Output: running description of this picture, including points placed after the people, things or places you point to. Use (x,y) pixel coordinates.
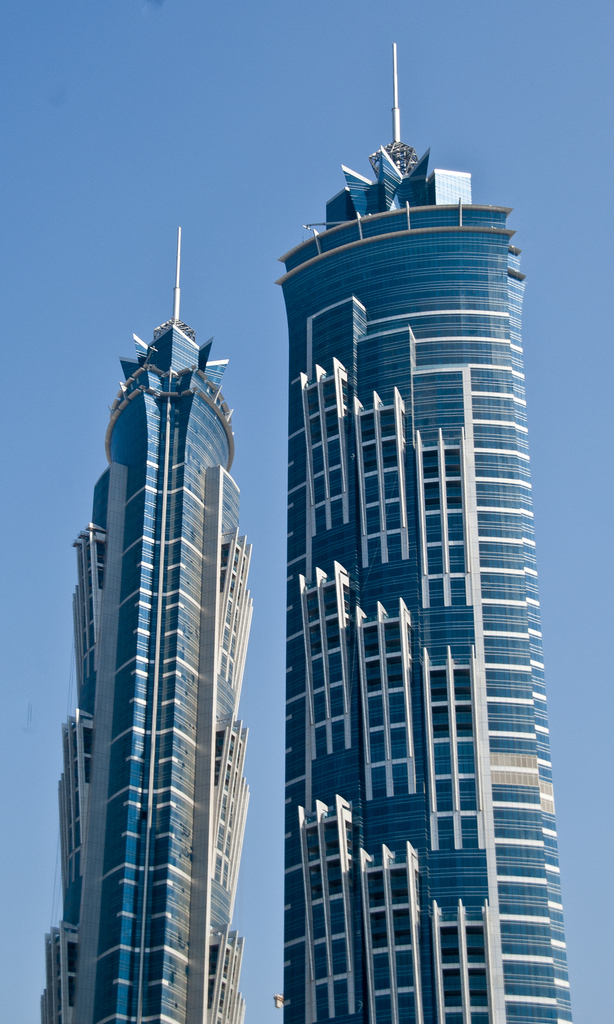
In this picture there are buildings (314,722).
